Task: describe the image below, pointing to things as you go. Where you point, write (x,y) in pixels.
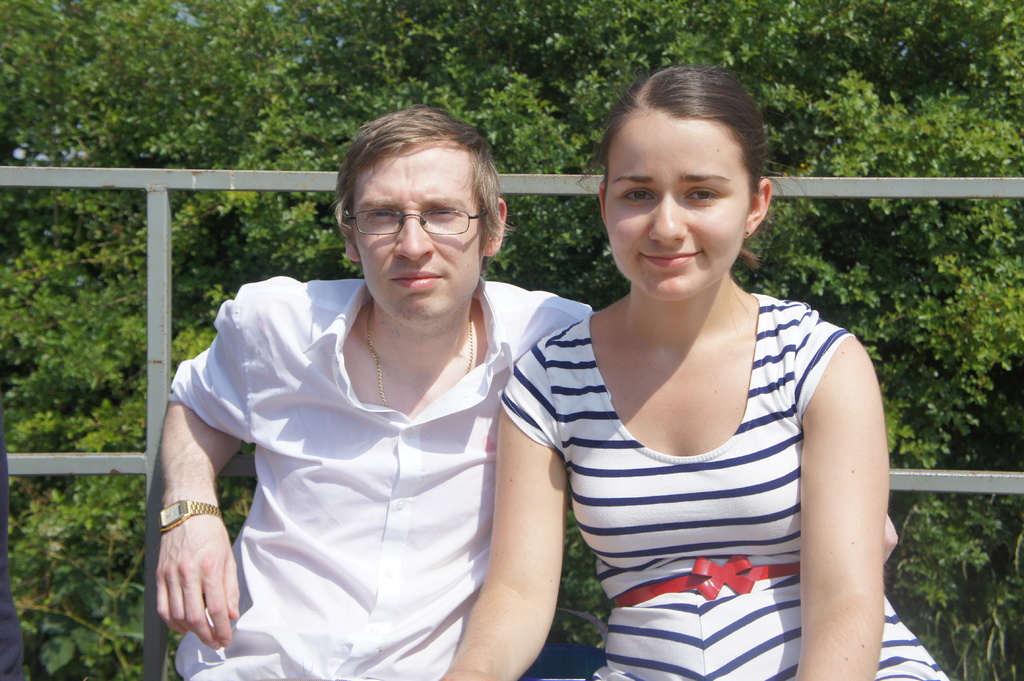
In this picture there is a woman (790,424) who is wearing white dress (725,551). Beside her there is a man (438,304) wearing spectacle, locket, watch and shirt (364,576). Both of them are sitting near to the fencing (155,506). In the background (906,131) we can see trees (887,160). On the top left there is a sky (170,0).
